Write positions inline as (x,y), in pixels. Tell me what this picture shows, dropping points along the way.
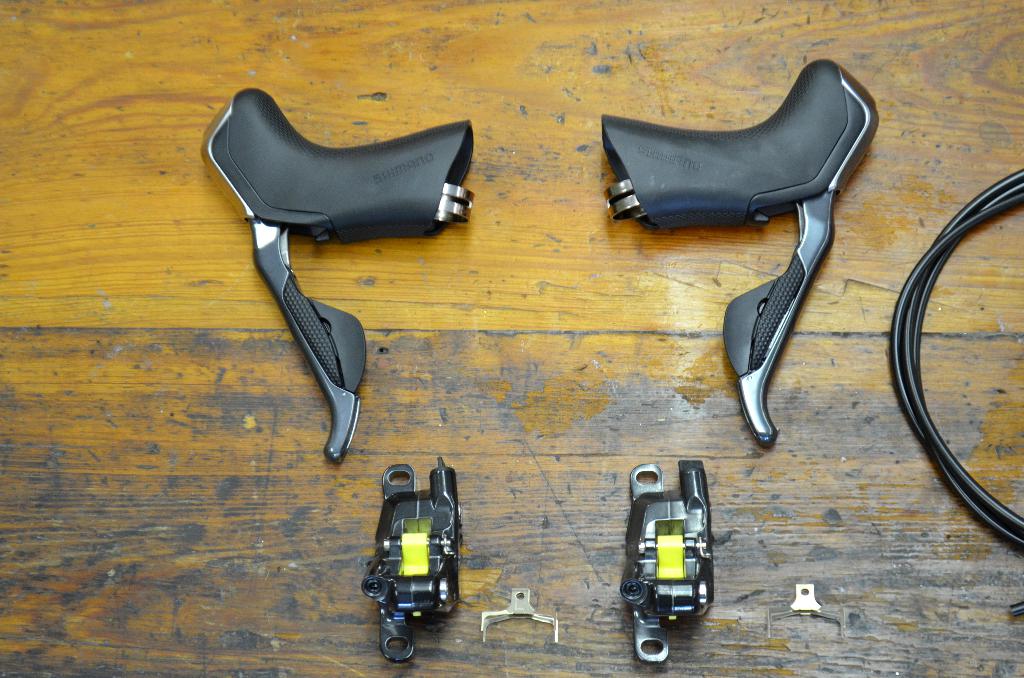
In the image we can see there are handles (264,166), wires (980,206) and other iron equipments (702,568) kept on the table (499,352).
